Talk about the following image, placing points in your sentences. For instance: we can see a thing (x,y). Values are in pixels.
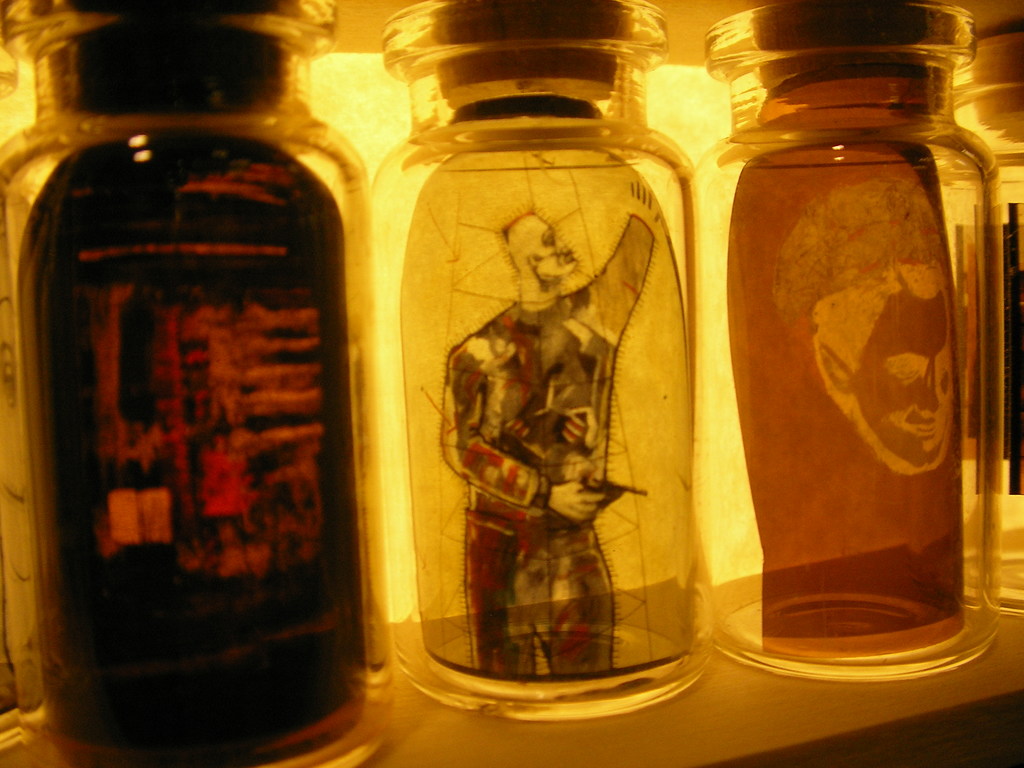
There are three jars (493,192) on the table (1021,636). There are painting (495,443) which are placed inside the jars (698,291).
